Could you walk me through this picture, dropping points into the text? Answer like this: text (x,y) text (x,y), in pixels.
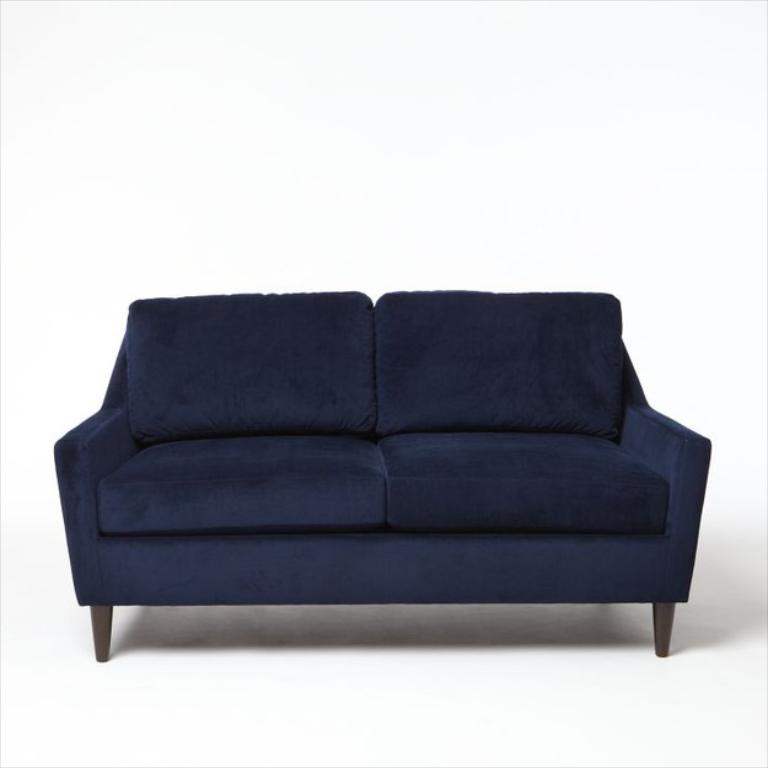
As we can see in the image there is a blue color sofa (358,456).
